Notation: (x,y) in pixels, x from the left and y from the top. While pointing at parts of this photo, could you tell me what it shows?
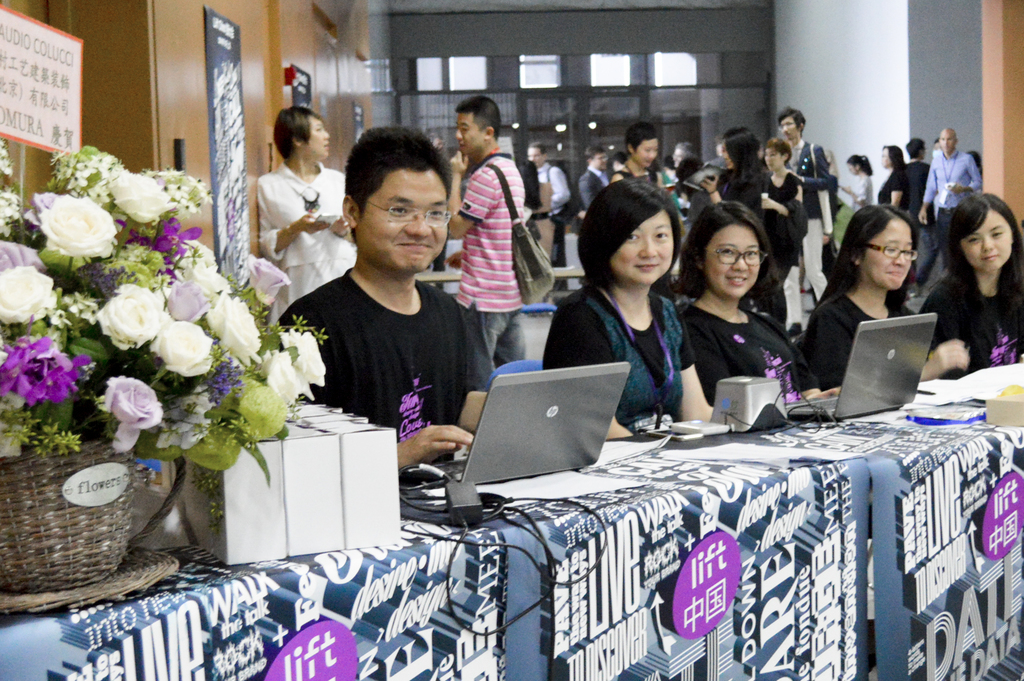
In this picture I can observe some people (812,350) sitting in front of a table (599,505) on which laptops (549,433) are placed. I can observe women (652,300) and a man (400,255). On the left side (189,249) I can observe a bouquet (171,320) placed on the table (339,586). In the background (547,178) there are some people (547,178) standing on the floor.
